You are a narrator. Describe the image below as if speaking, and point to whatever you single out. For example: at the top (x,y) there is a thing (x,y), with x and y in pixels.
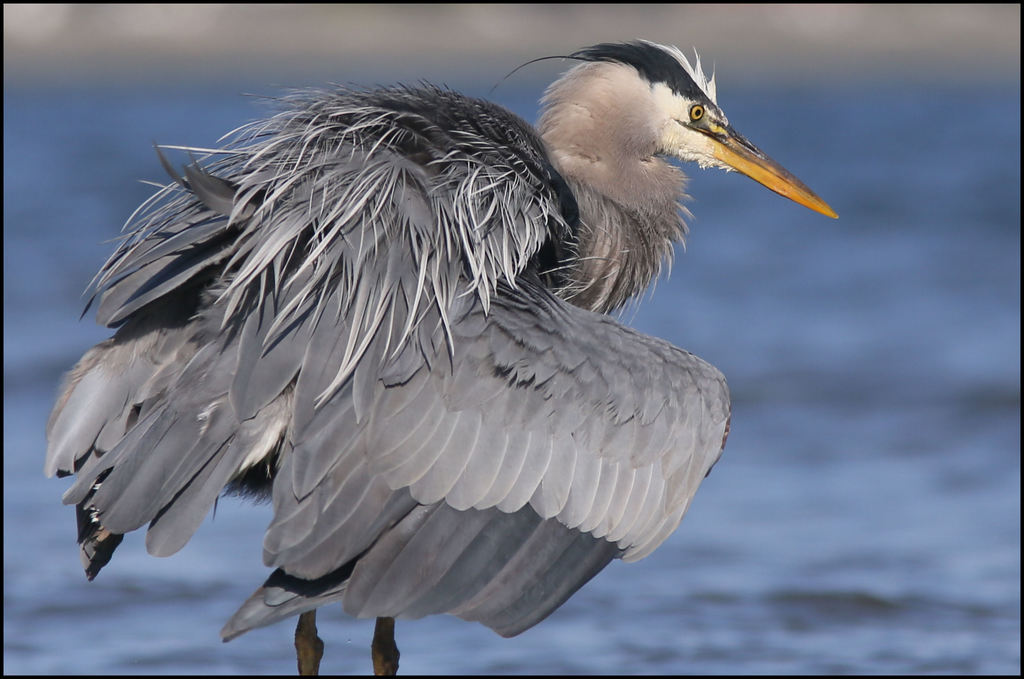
In this image there is a grey (412,266) bird with yellow beak (800,190). In the background (758,186) there is water body (779,481).
